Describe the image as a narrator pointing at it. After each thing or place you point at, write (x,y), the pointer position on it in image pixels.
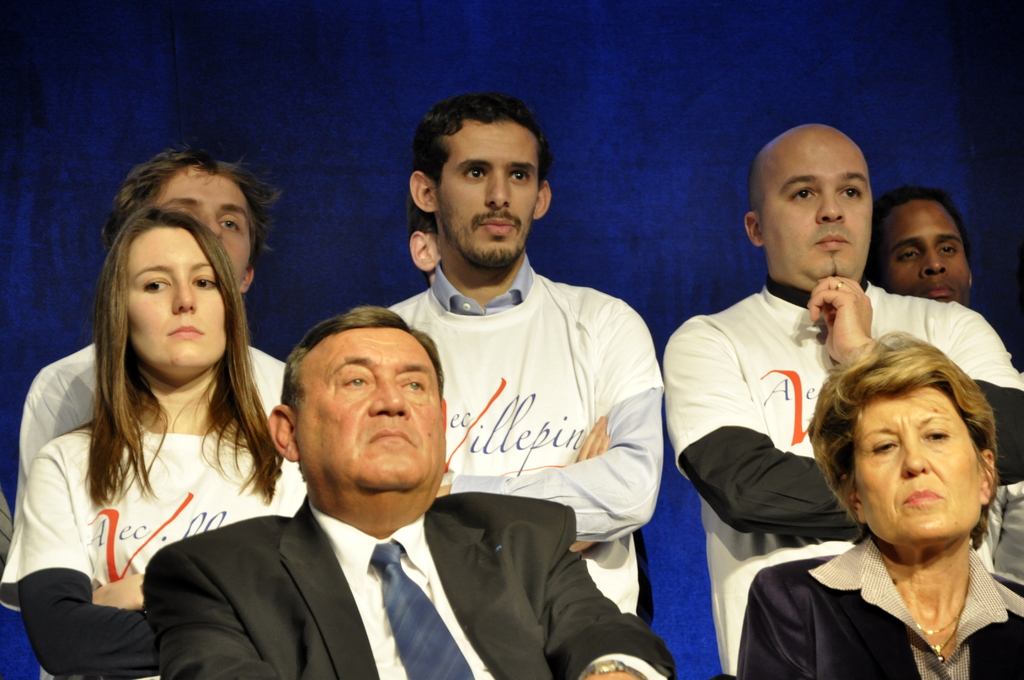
In the picture there are few people (401,407), among them the first two people (523,597) were sitting and the remaining (746,390) were standing in front of a blue background (680,114).
